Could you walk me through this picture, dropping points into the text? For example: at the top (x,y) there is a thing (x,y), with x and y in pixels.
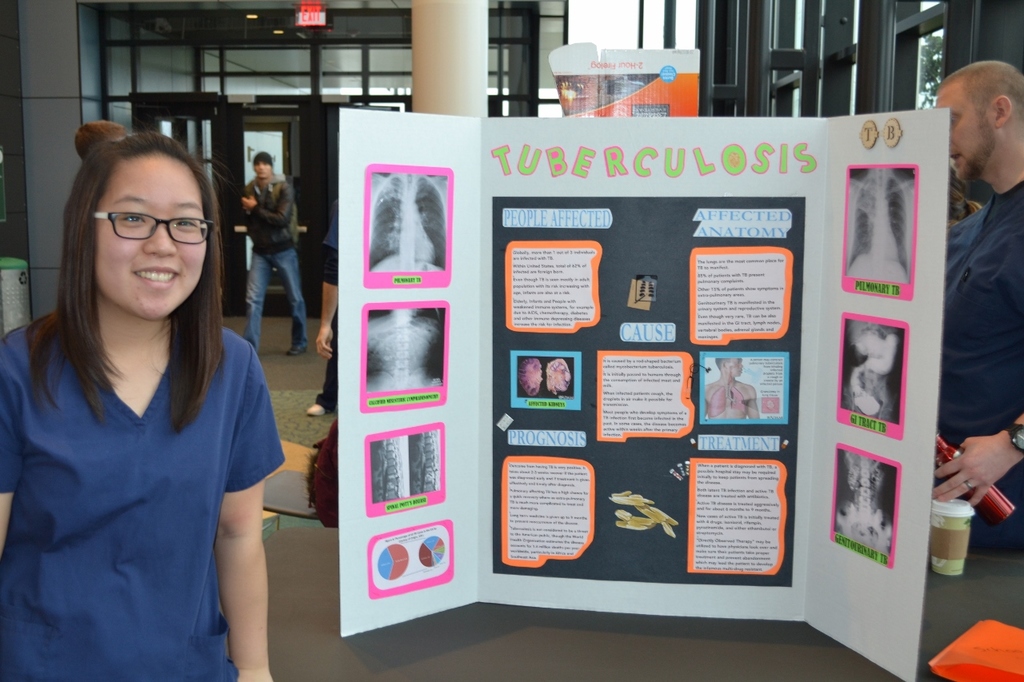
In the image there is a woman (161,500) in the foreground (161,500) and behind her there is a poster (898,328), behind the poster (891,175) there is a pillar (415,29), windows (282,64), doors (242,236) and few other people (299,277).
